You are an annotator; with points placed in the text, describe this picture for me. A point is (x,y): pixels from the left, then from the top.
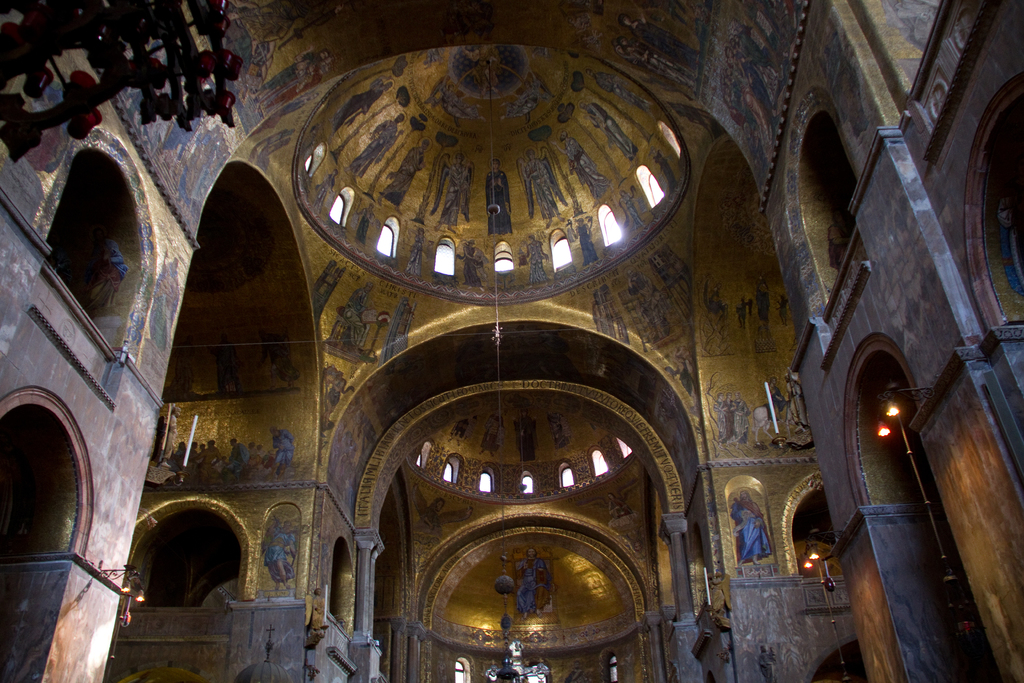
In the image I can see a church (370,425) in which there are some sculptures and some pictures (501,186) of people (404,198) to the walls (175,198).
